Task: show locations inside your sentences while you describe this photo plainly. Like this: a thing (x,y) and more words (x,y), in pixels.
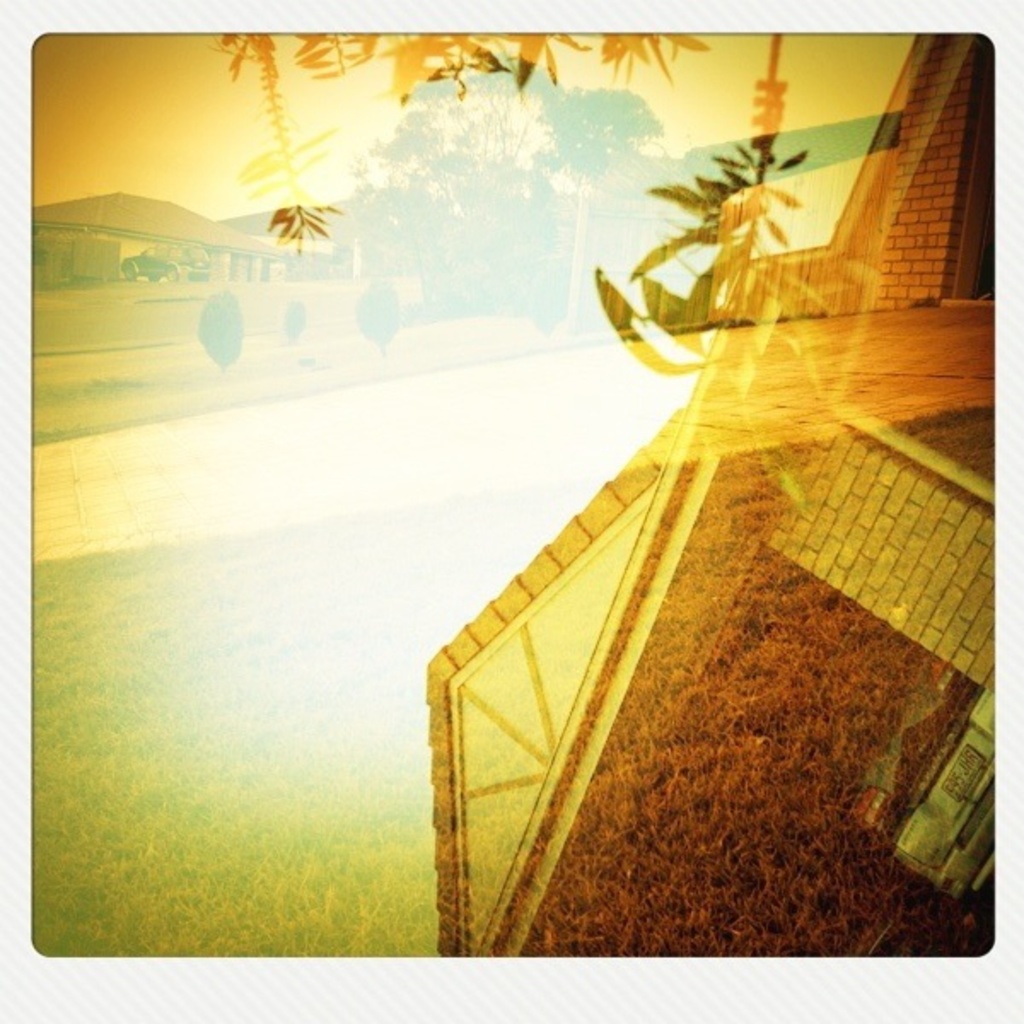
In the picture I can see a house (910,217) on the right side (967,471) and there is a car (943,814) on the bottom right side of the picture (937,796). I can see the green grass (271,724) on the left side (257,656). In the background (451,246), I can see the trees (430,238). There are houses (224,245) on the top left side of the picture (121,236). I can see a car (184,256) on the top left side (191,271).
